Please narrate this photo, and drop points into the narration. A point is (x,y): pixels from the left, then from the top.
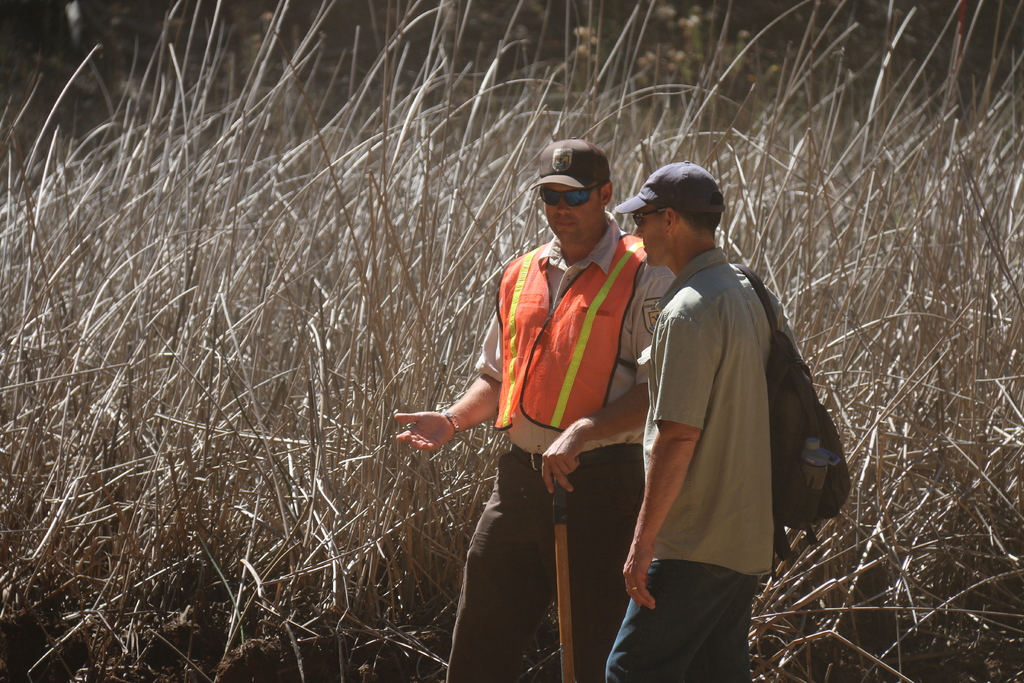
In this picture I see 2 men (503,371) in the middle of this picture (602,313) and I see that they're standing and both of them are wearing caps (651,188) and the man (665,204) on the right (699,303) is wearing a bag (832,477) and in the background (311,341) I see the plants (363,517).
